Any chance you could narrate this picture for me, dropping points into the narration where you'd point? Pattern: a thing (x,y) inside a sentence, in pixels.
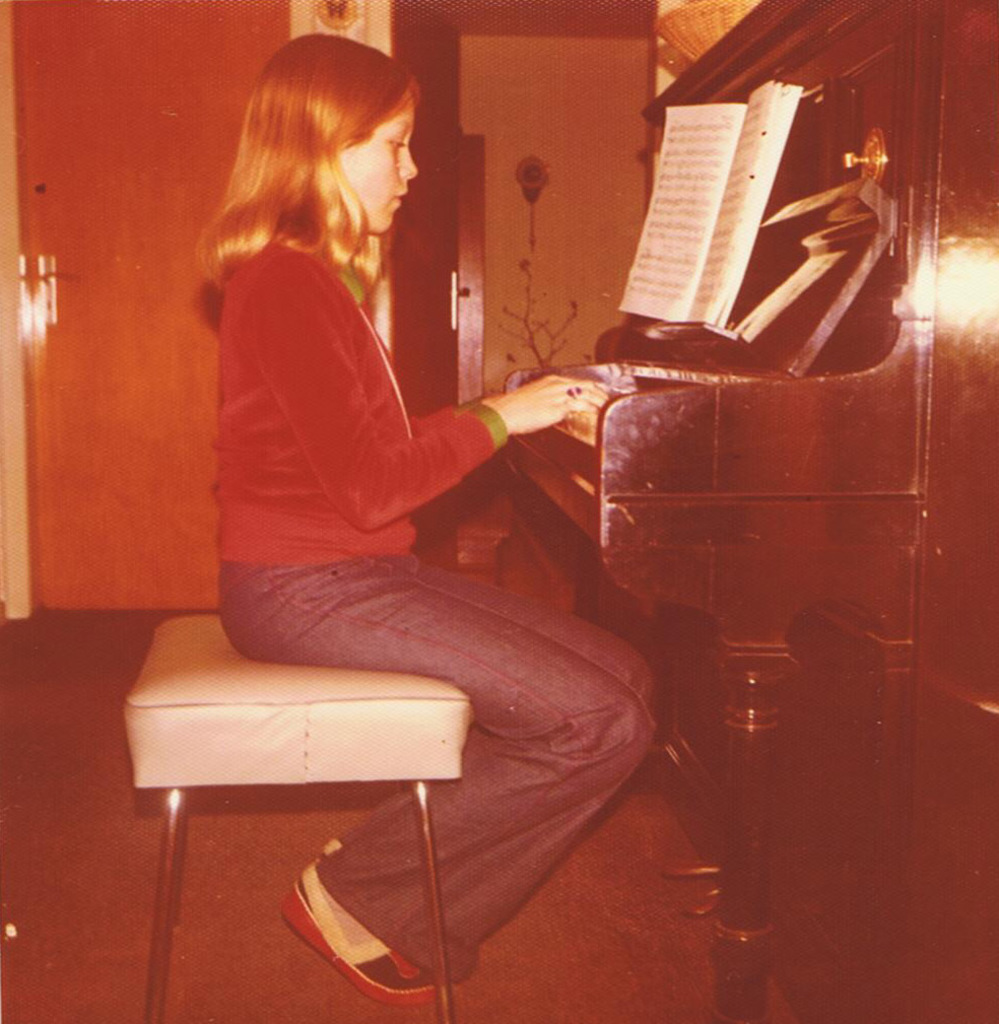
In this image we can see a person (417,635) sitting on the stool (213,654) and playing the keyboard (734,402). We can also see the book (687,275), wall (466,80), door (420,61) and also the floor (46,899). We can also see a basket (726,26).
